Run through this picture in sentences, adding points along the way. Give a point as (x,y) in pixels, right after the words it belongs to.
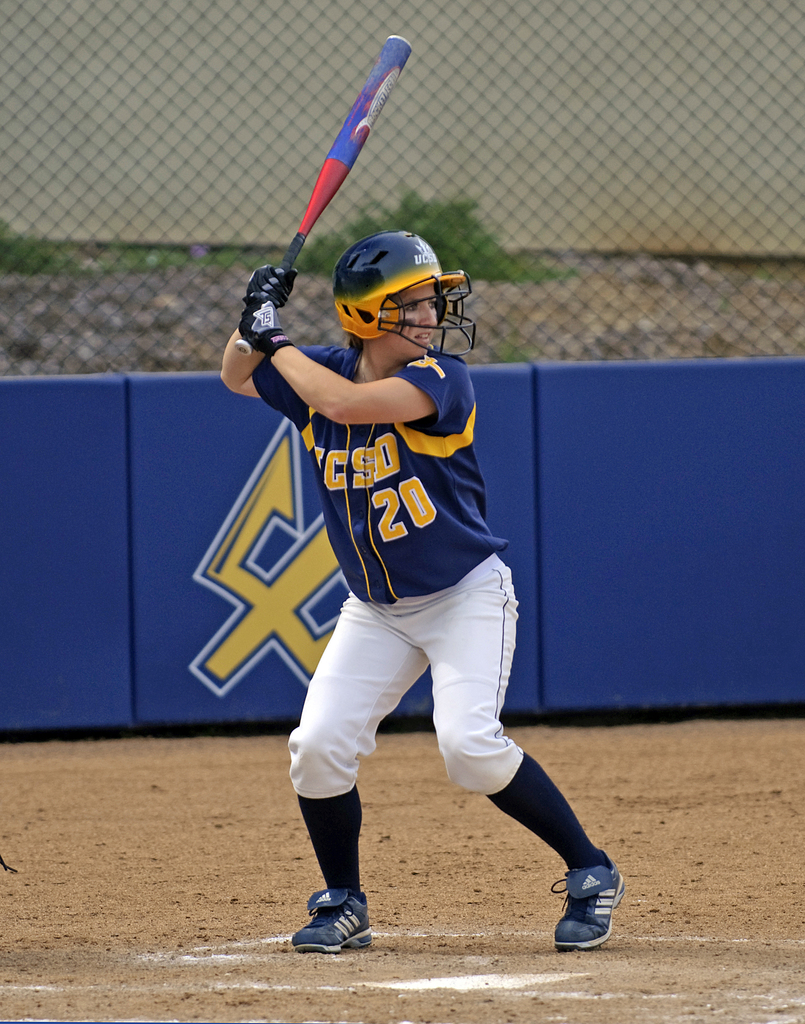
In this image we can see there is a girl (375,438) playing with baseball bat (303,238) in the playground (763,837), back of this girl (353,470) there is a fencing (520,219) with a net (660,213).
